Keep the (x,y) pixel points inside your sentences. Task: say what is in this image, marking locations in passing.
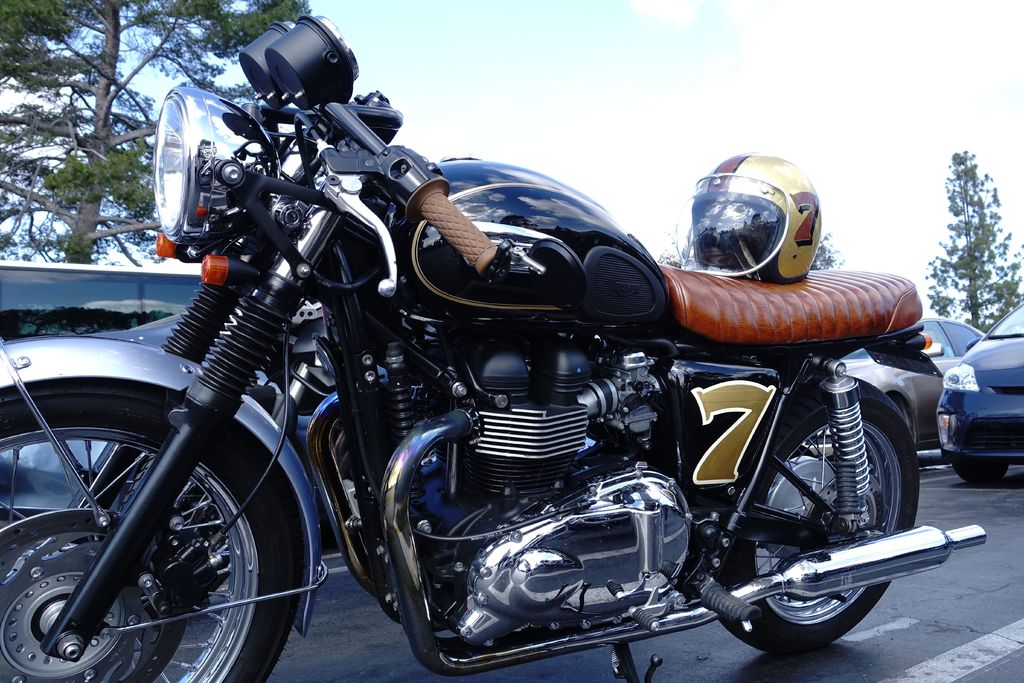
In the center of the image (559,265) there is bike (722,350) with a helmet (706,202) on it. In the background of the image (61,259) there are cars (984,367), trees (25,41), sky (635,126). At the bottom of the image (817,655) there is road (883,653).
